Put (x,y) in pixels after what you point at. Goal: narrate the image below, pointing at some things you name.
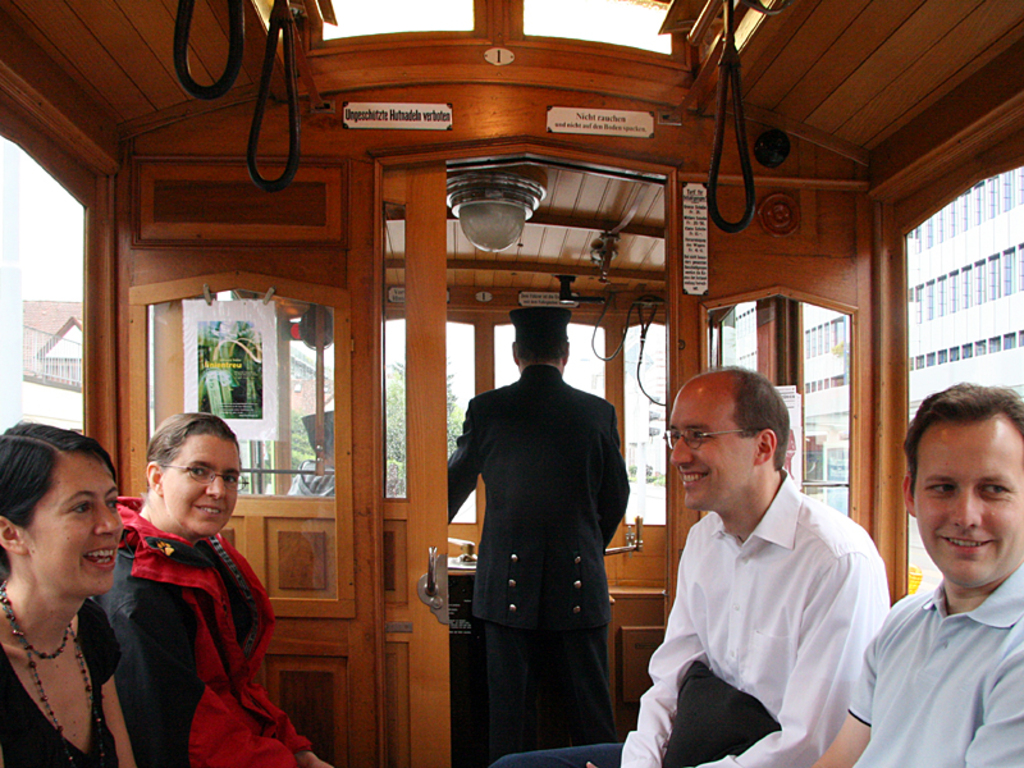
In this picture we can see some people (137,631) sitting inside the train (119,361), smiling and looking to the side. Behind there are some wooden doors (413,491) and a train driver (544,390) wearing black dress (565,500). In the background (959,261) we can see the white building (849,334).
